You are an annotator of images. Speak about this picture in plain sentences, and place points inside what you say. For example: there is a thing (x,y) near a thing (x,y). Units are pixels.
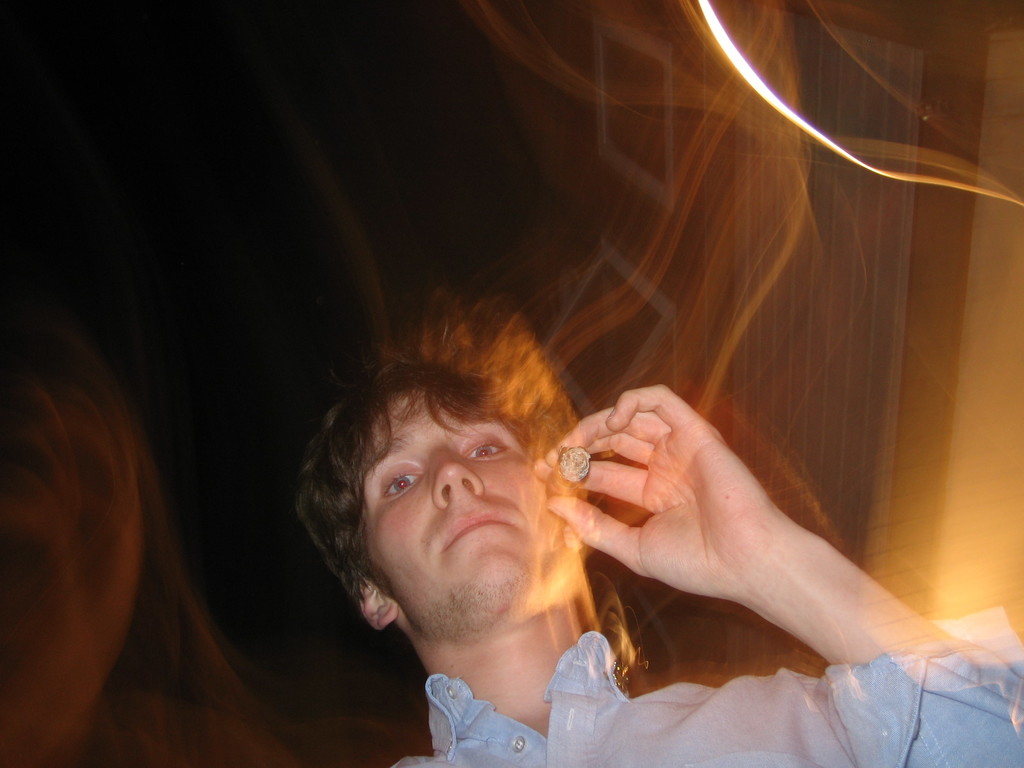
In this picture I can see a man (406,503) in front (707,743), who is wearing a shirt (525,739) and I see that he is holding a cigar (569,461) in his hand (723,501). In the background (246,521) I see that it is dark and I see the smoke (718,282).
